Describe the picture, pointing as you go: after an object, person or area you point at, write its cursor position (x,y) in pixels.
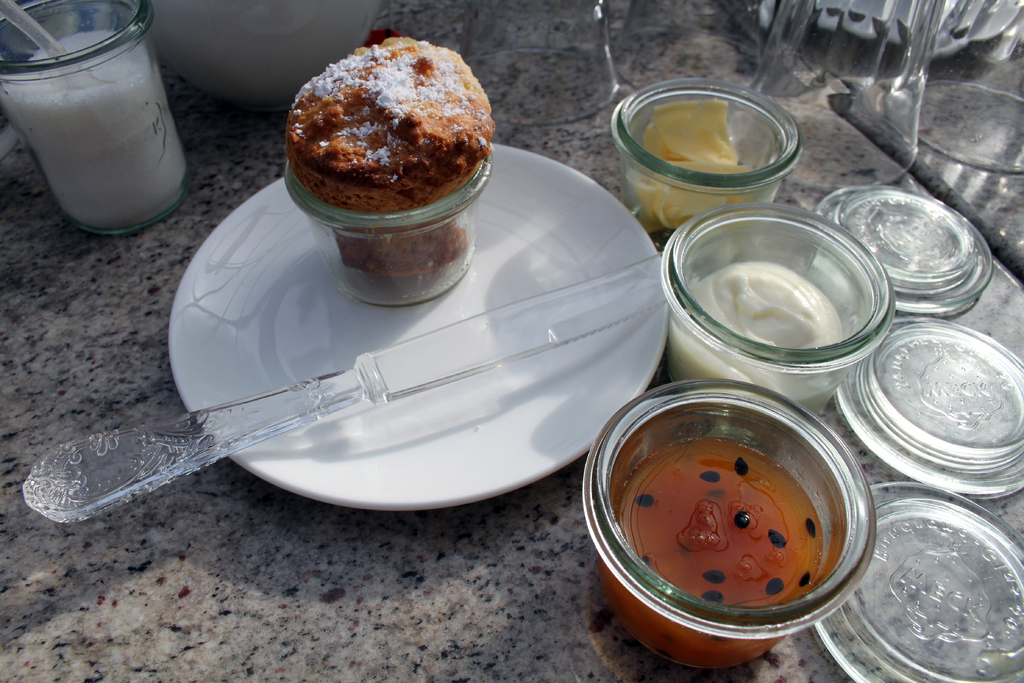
In this image I can see food (454,190) which is in brown color in the bowl (427,216) and the bowl (432,235) is on the plate (322,350). The plate (410,478) is in white color, I can also see a knife (508,323), few bowls (704,601). In the bowls (730,182) I can see food (723,597) which is in brown, white and cream color and they are all on the gray color surface (425,553).
